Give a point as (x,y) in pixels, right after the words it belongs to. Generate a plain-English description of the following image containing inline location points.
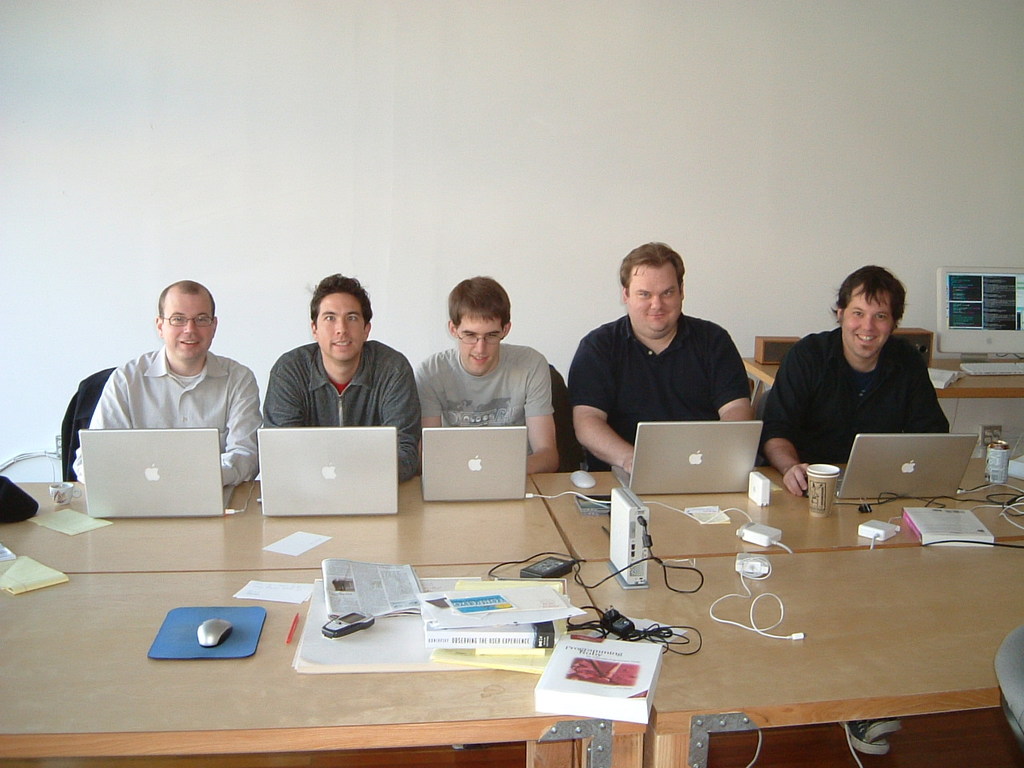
In the image in the center (488,303), we can see a few people (488,303) are sitting on the chair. In front of them, there is a table (679,533). On the table (588,568), we can see laptops (907,453), wires (661,506), books (551,629), papers (460,597), link boxes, two mice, one phone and a few other objects (256,645). In the background (119,109) there is a wall (339,66), table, book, monitor (981,282) and keyboard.
